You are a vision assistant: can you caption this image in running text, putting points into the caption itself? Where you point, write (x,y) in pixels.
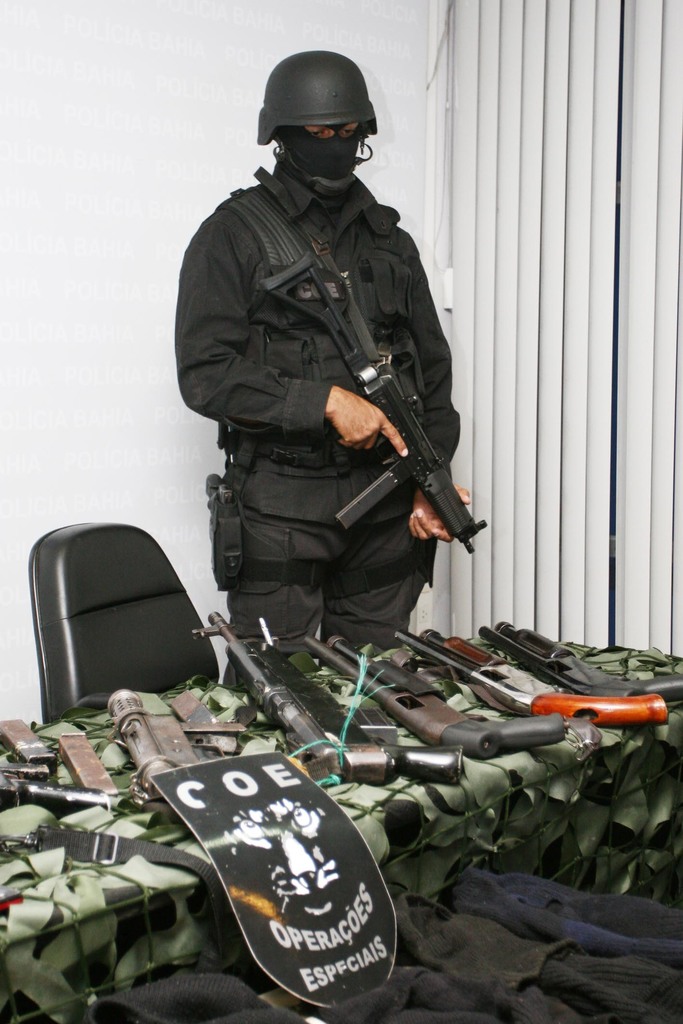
On the right side (489,945), there are clothes (488,944) and guns (15,784) arranged on a table (490,683) which is covered with a cloth (483,788). In the background (131,559), there is a chair (131,572), there is a person (361,74) in black color dress (415,364), wearing a cap (271,94), holding a gun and standing, beside him, there is a white wall (195,0).
